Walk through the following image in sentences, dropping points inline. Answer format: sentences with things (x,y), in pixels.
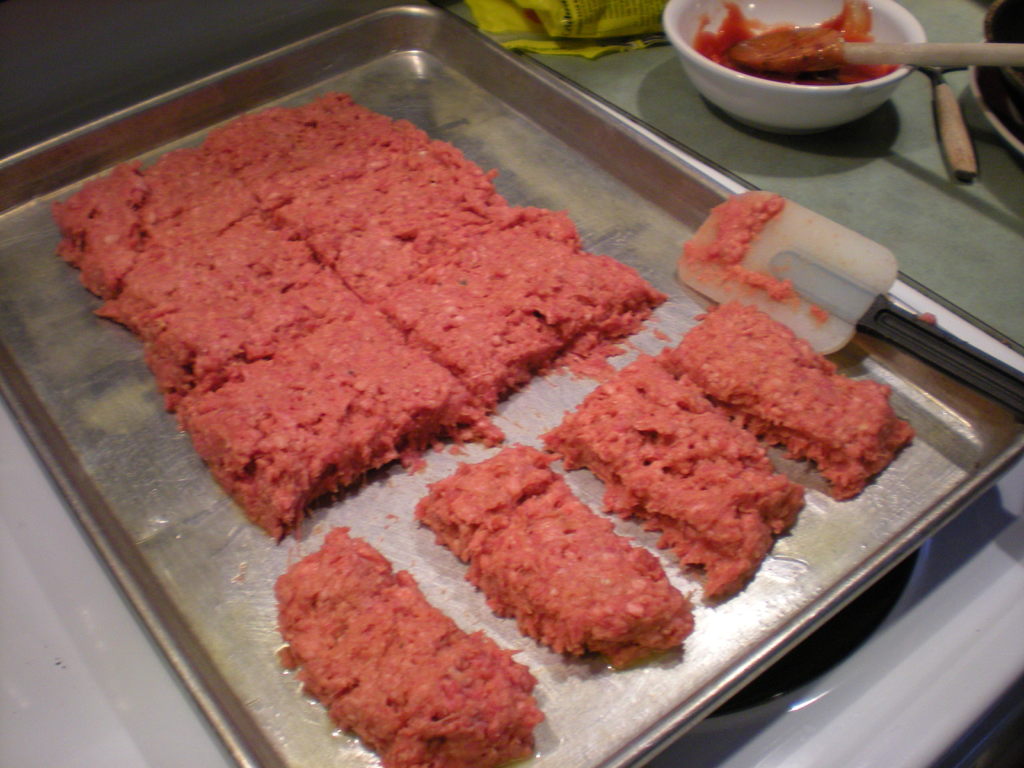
In the picture we can see some food item (439,696) which is in silver color tray (32,434), there is bowl (732,76) and we can see spatulas (893,57) which are on the surface (974,216).
